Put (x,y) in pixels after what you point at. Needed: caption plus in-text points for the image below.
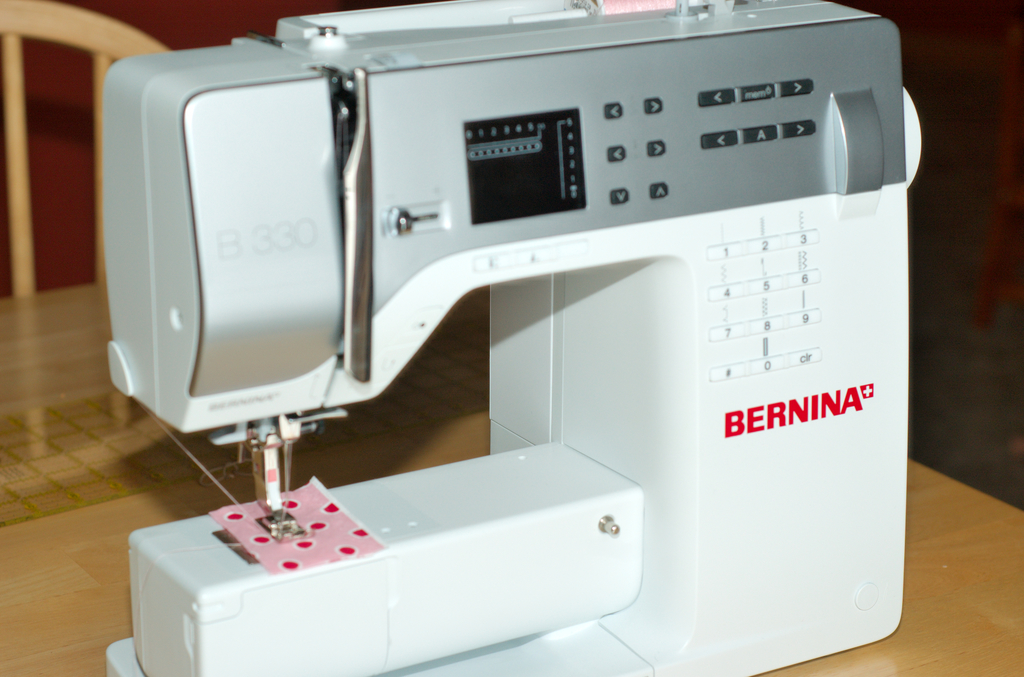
In this image I can see machine (749,352) which is in white and ash color. It is on the brown color table (945,588) and I can see a wooden chair (21,163).
